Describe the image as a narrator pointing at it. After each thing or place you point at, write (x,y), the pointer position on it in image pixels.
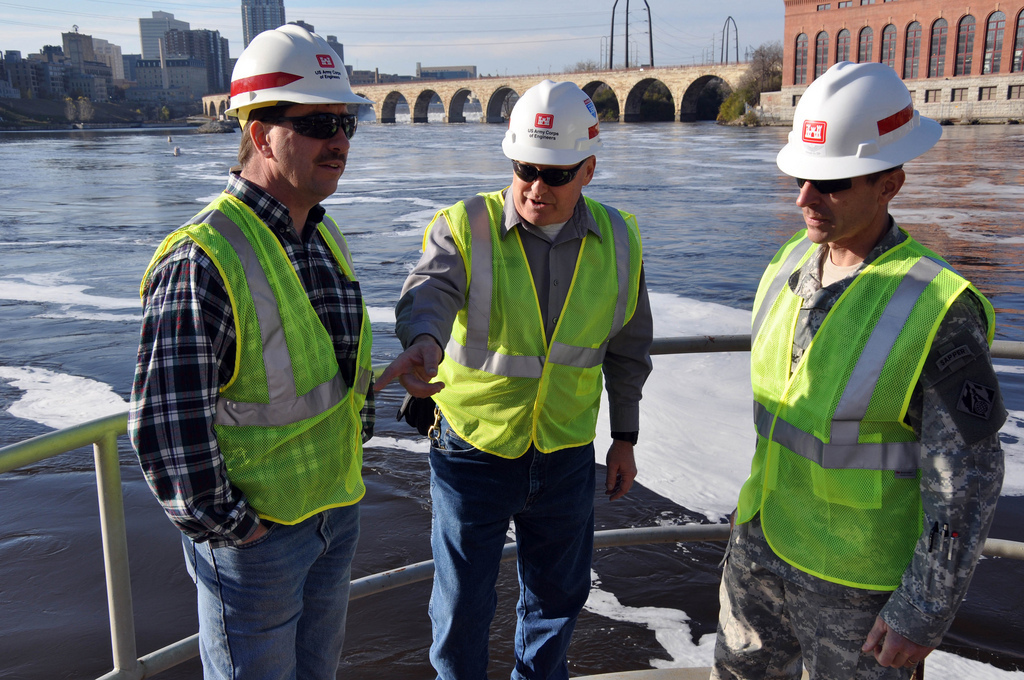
In this image I can see three people (505,189) standing and wearing jackets (821,414) and helmets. Back I can see few buildings (976,23), glass windows (967,37), poles (628,19), wires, trees (759,97), bridge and water (722,242). The sky (500,35) is in blue and white color.
